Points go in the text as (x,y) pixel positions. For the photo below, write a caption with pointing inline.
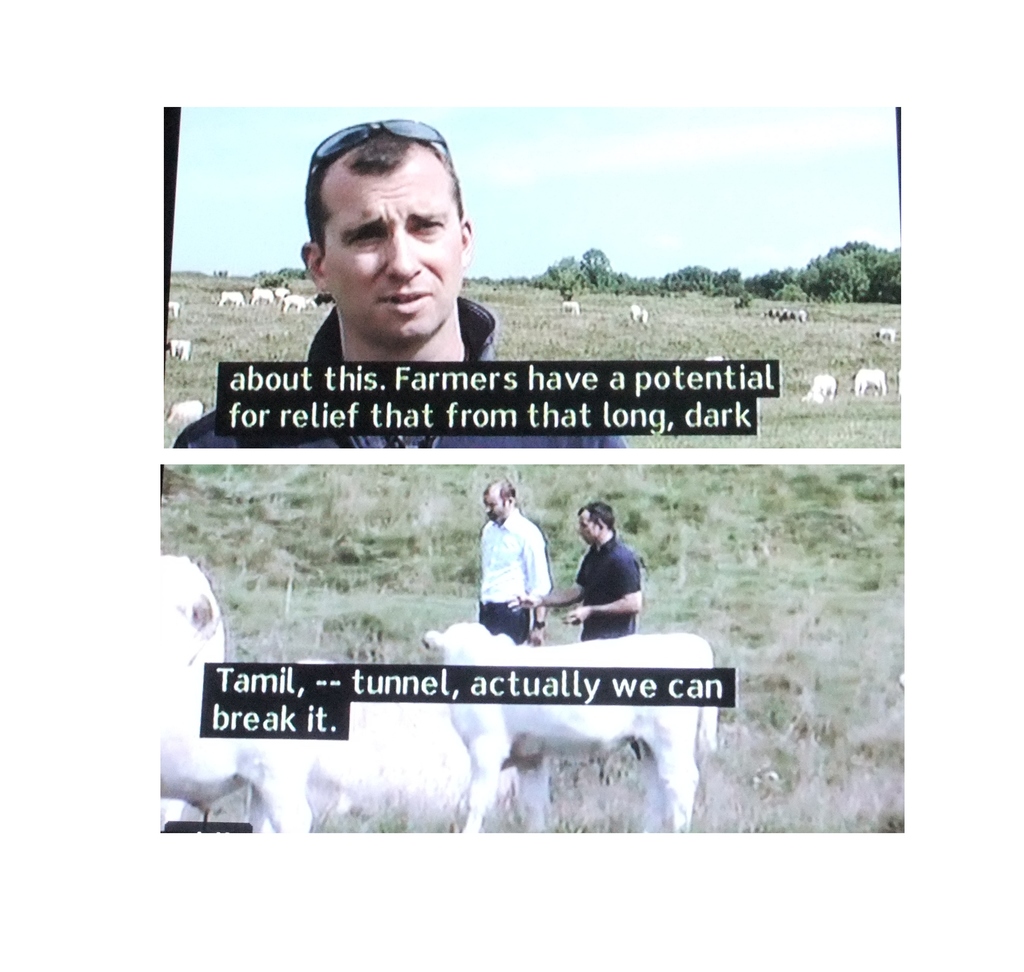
In this image, we can see some people (402,231) and animals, And we can see some plants (562,580) and trees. And we can see some text (384,678), and at the top (541,240) we can see the sky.
